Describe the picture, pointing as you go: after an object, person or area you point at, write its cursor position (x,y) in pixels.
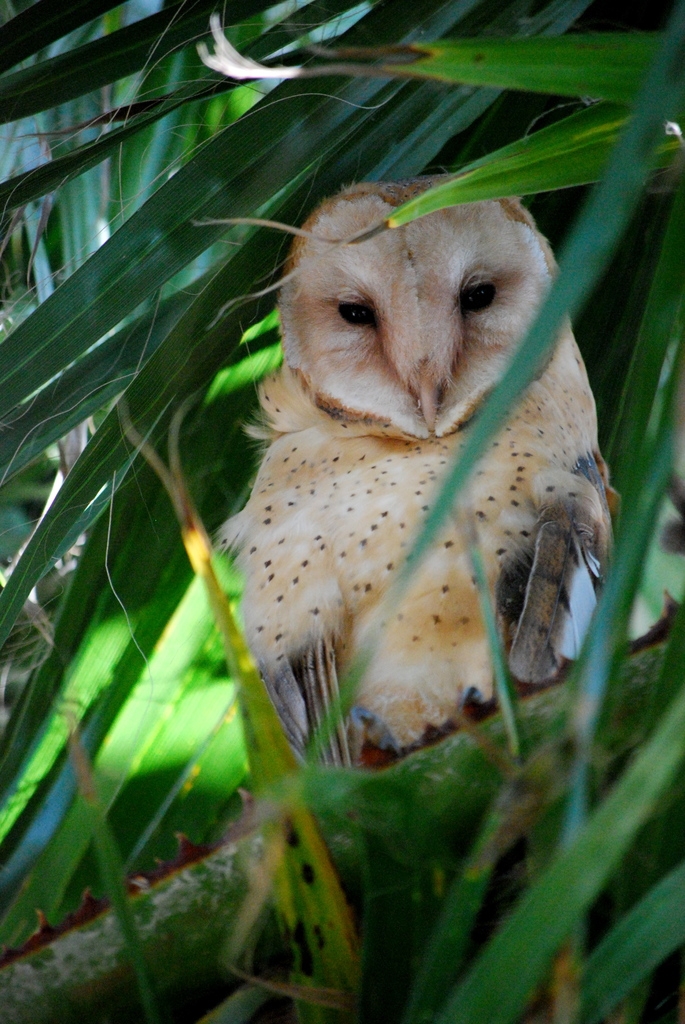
In this image there is a owl (410,413) on the branch (376,800) of a tree (603,780). Around the owl (374,186) there are leaves (264,69).
